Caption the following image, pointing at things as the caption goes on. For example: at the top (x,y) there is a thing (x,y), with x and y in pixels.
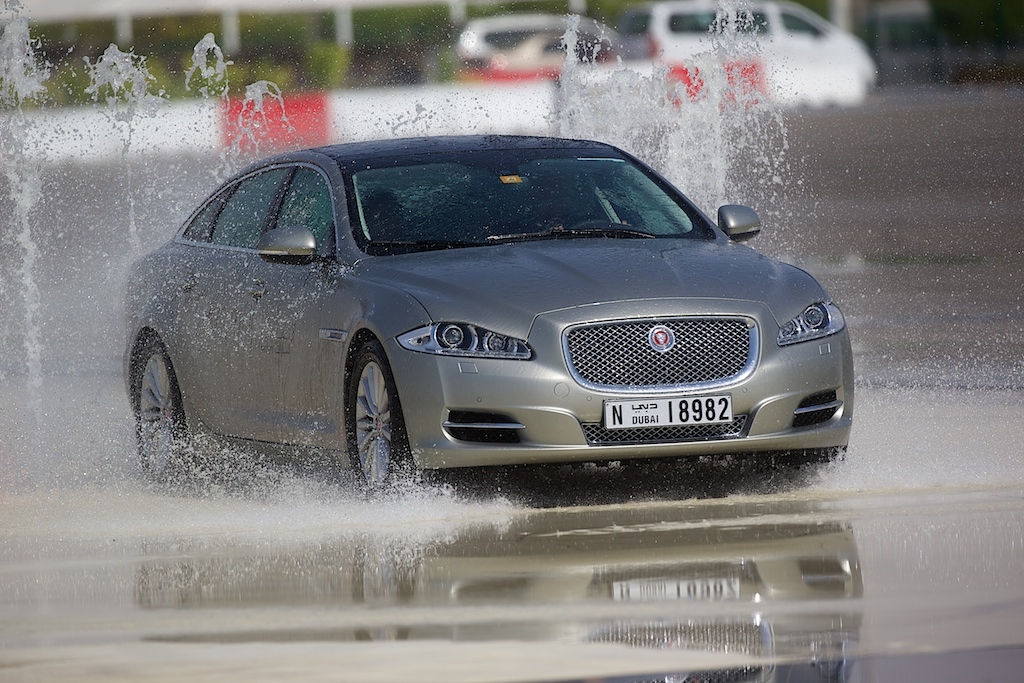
In this image we can see a car (389,485) on the ground (694,562). We can also see some water (548,587) on the ground (572,566). On the backside (493,98) we can see a fence (488,97), some vehicles (684,47) on the ground (799,110), some poles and plants (485,4).
